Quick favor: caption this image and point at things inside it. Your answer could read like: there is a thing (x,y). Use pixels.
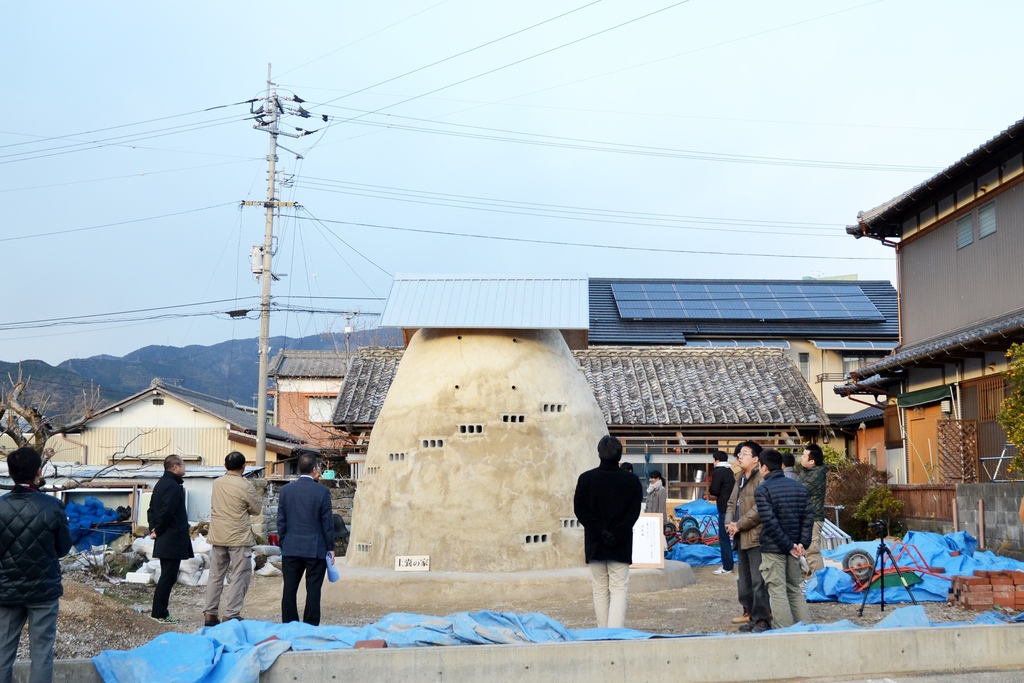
In this image I can see number of people (46,632), number of buildings (469,417), trees (44,437), blue colour things (946,573), a pole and number of wires (343,46). On the right side of this image (957,583) I can see number of red colour bricks (980,590), a tripod stand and on the left side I can see few white colour things (269,569) on the ground (65,597). I can also see mountains (285,335) and the sky (251,139) in the background (616,117).
